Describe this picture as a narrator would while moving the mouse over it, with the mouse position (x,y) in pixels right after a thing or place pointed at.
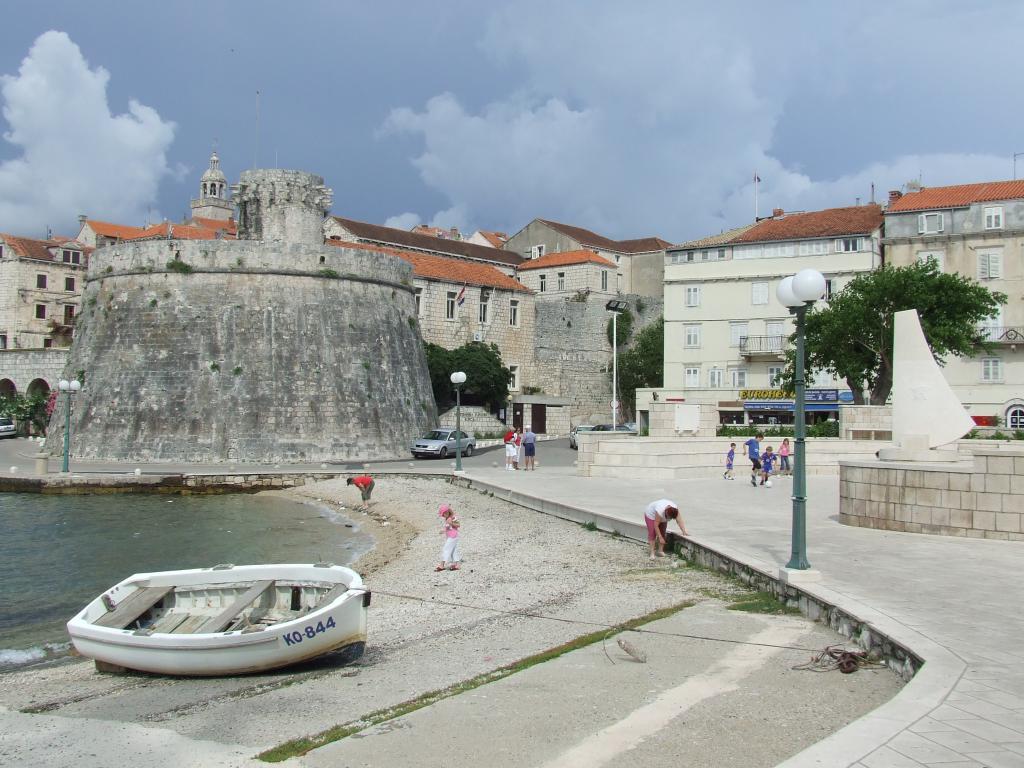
In this image I can see the boat (253,666) to the side of the water (235,534). I can see the group of people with different color dresses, light poles (800,498) and the trees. In the background (321,456) I can see the buildings (552,350), clouds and the sky (272,92).
